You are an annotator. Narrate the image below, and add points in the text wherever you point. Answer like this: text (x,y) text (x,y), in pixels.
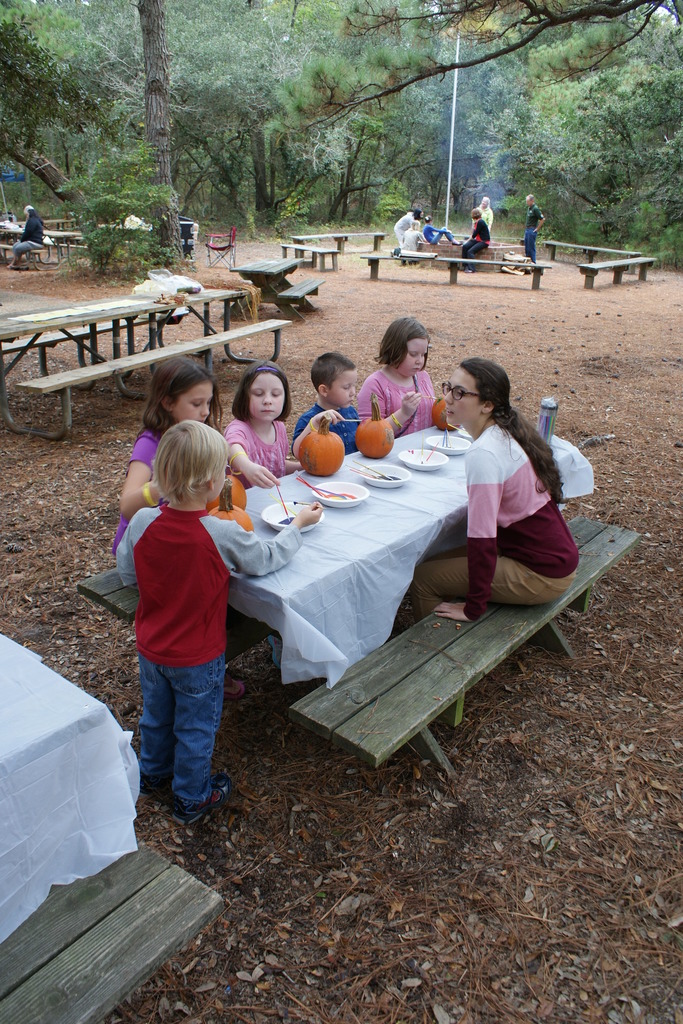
In this image I can see few children (377,372) sitting on the bench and a woman (480,551) sitting on the bench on both sides of the table (302,499), on the table (285,492) I can see few pumpkins (322,463), few bowls (265,511) with paint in them, I can see a child (208,547) standing in front of the table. In the background (337,166) I can see few empty tables (49,325) and benches (619,267), few person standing and sitting, few trees (326,13), a pole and a chair (226,254).
